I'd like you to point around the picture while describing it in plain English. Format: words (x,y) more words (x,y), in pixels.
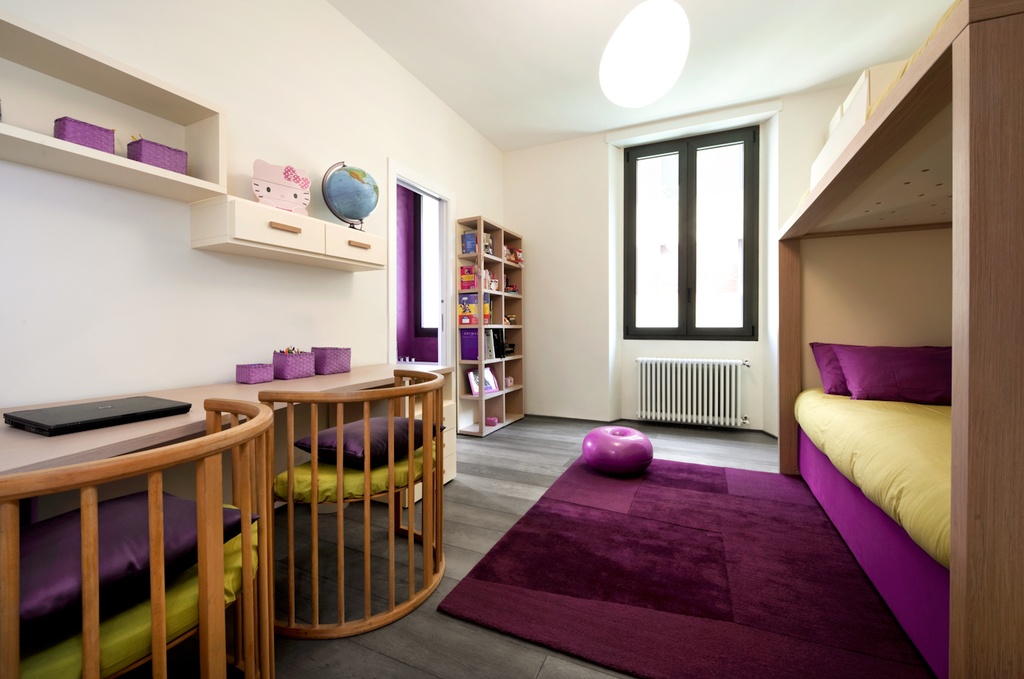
this is completely inside view picture of a house (329,538). Here we can see two chairs (267,521) with pillows (373,452) on it. This is a table (198,413) and here we can see a laptop (127,414) and few show pieces (306,355) on the table (276,385). This is a window (653,259). This is a bed cot (883,482). This is a floor carpet (724,567) in purple colour. This is a rack (481,345). This is an entrance (438,301). This is a doll (290,188). this is a world map ball (336,197).
